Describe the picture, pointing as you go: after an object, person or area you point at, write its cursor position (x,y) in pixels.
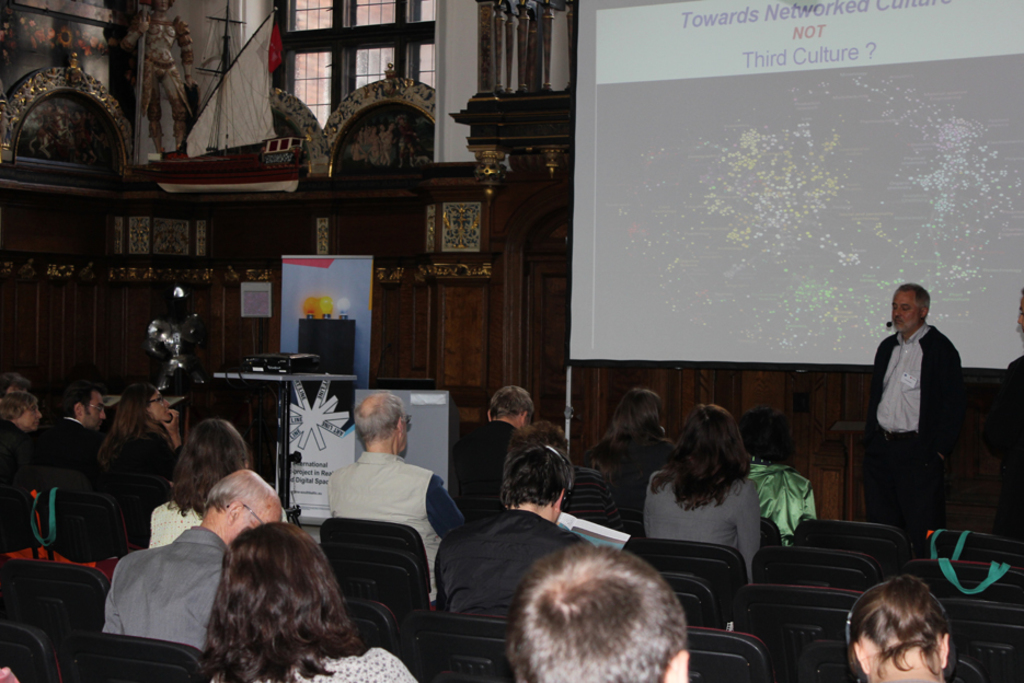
In this image, on the right (924,387) there is a man (924,387), he wears a jacket (944,390), shirt (908,421), trouser (893,510). In the middle (366,442) there are people (234,450), they are sitting. In the background (317,441) there are speakers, posters (295,403), screen (723,207), text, building (307,193), board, cloth (263,121), windows (290,79), statue (156,40), some other objects (274,137).
